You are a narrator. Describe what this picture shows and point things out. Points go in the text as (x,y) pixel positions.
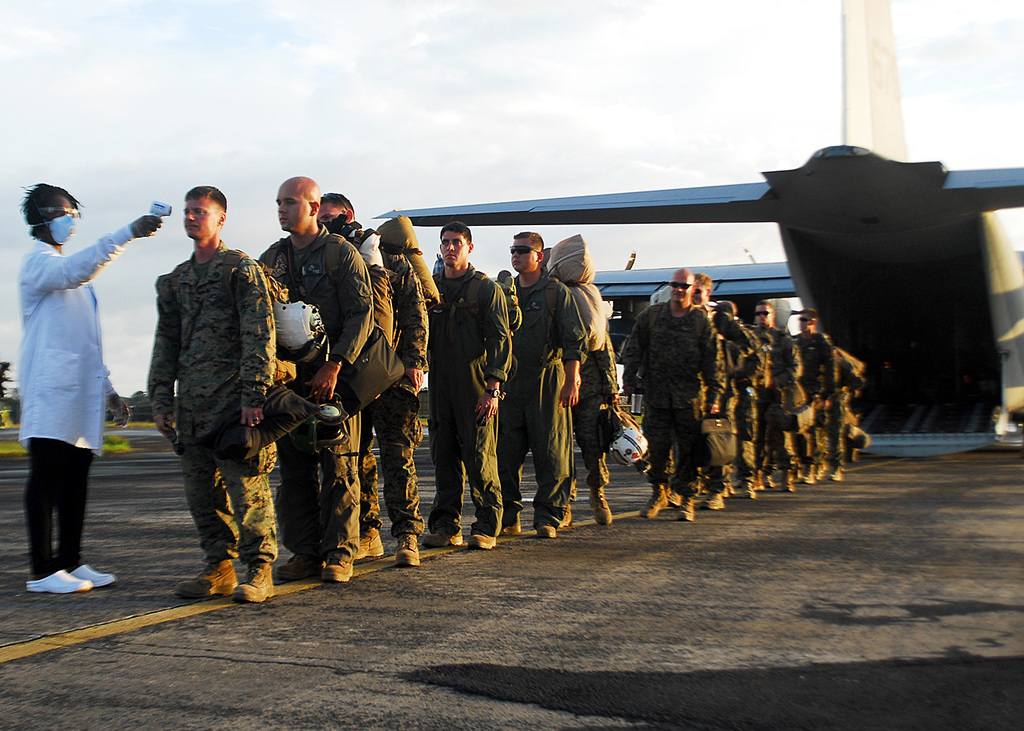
In this picture I can see few people (528,385) standing and few (679,429) are holding their bags (703,418) and helmets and we see a human (72,207) standing holding a machine (163,208) in the hand (133,232) and I can see a plane (879,216) on the right side (706,213) and a cloudy sky (361,139) and I can see trees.
